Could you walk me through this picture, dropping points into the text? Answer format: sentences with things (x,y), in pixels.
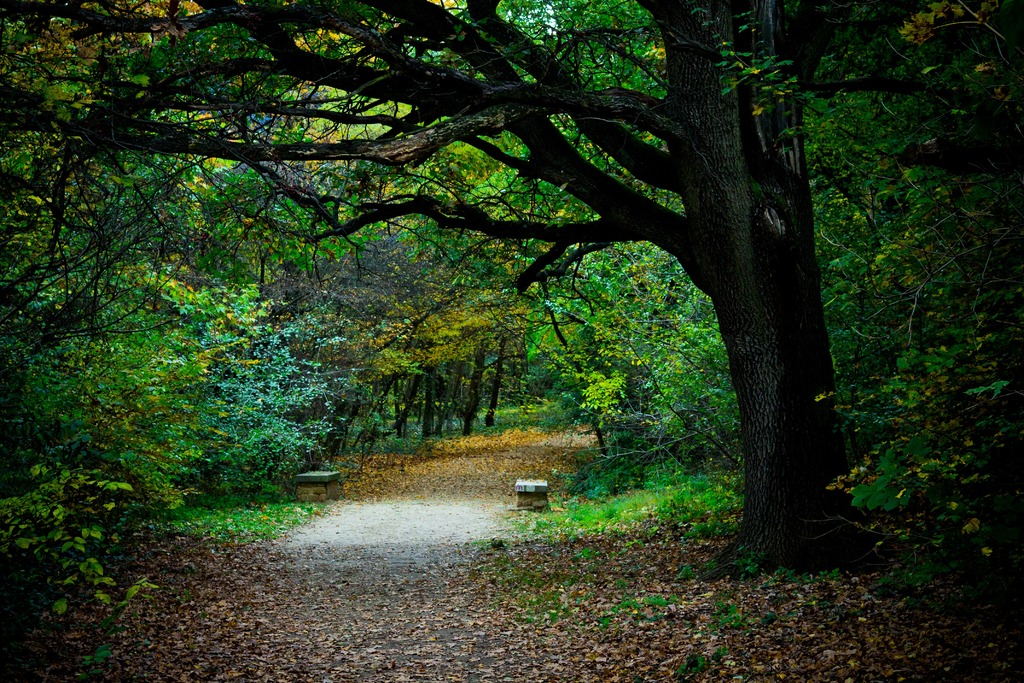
In the image in the center (453,267), we can see trees (387,334), benches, plants (719,433), grass (708,480) and dry leaves (494,569).
